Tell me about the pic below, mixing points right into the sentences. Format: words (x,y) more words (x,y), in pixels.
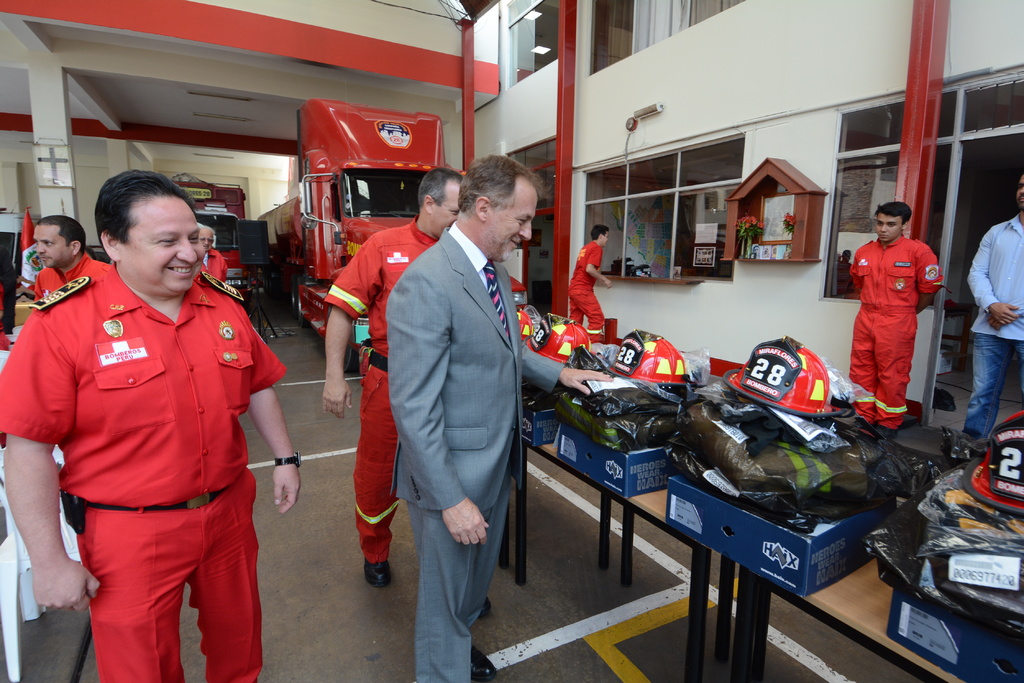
In this picture I can see boxes (986,678), helmets (755,365) and some other objects (694,438) on the tables (701,662), there are group of people (384,304) standing, there are vehicles (343,135), there is a building (623,214) with windows (1008,101) and there are some other objects (623,214).
